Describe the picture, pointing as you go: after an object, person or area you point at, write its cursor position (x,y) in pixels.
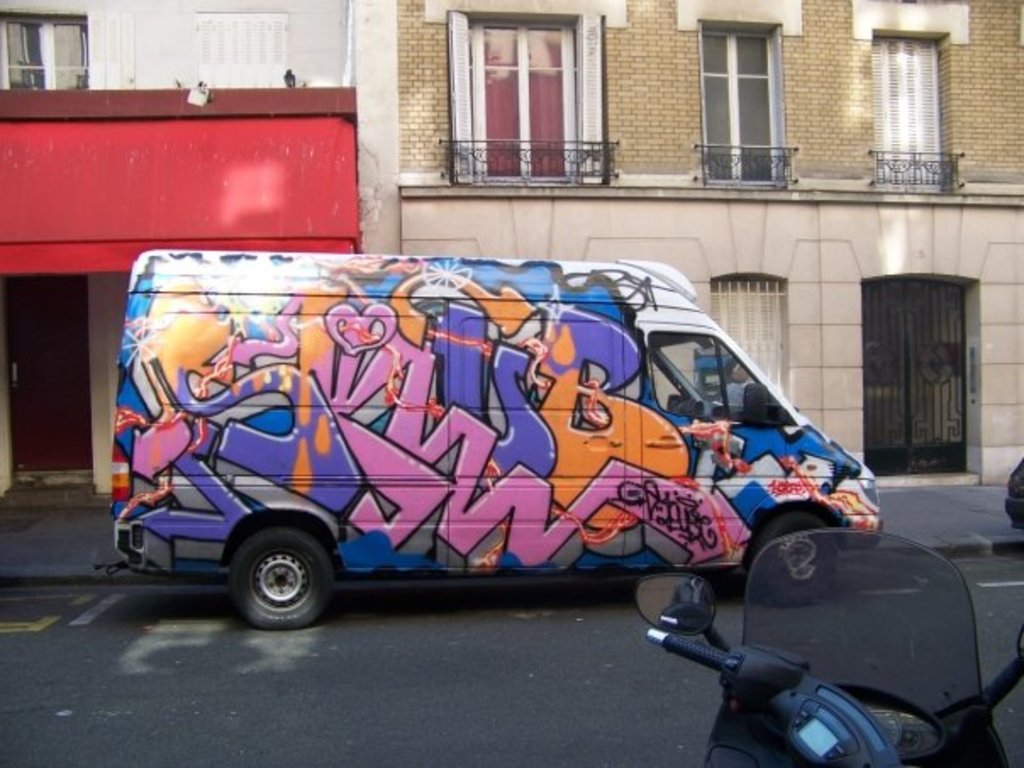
To the right corner of the image (822,646) there is a vehicle (816,672). And to the bottom of the image (325,679) there is a road (450,734) with a van (416,526) in the middle (613,499). Behind the van (118,539) there is a footpath (65,534). To the left side of the image (7,122) there is a building (112,159) with wall (6,486), red door (65,292) and red wall (315,146). To the right side of the image (889,81) there is a building (1003,157) with brick wall (989,115), glass windows (550,82), doors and black gate (866,334).
